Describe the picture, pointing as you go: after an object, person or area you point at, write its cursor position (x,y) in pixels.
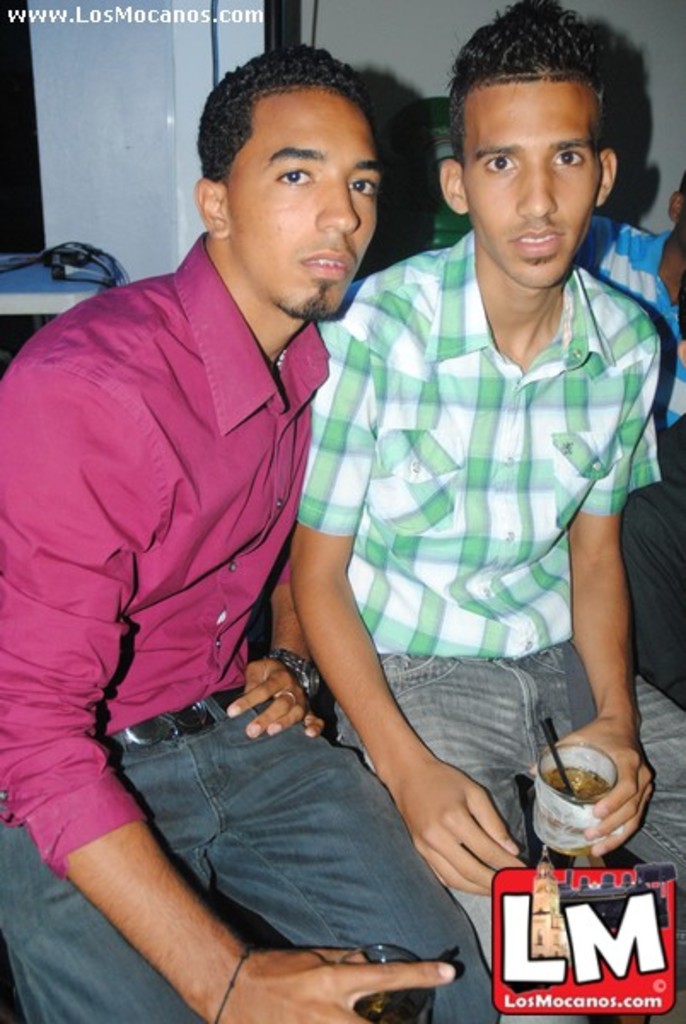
In this picture we can see two boys (455,473) sitting in the image holding a cup (556,851) in the hand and giving a pose into the camera. In the front (552,936) bottom side we can see a watermark quote (523,976).
